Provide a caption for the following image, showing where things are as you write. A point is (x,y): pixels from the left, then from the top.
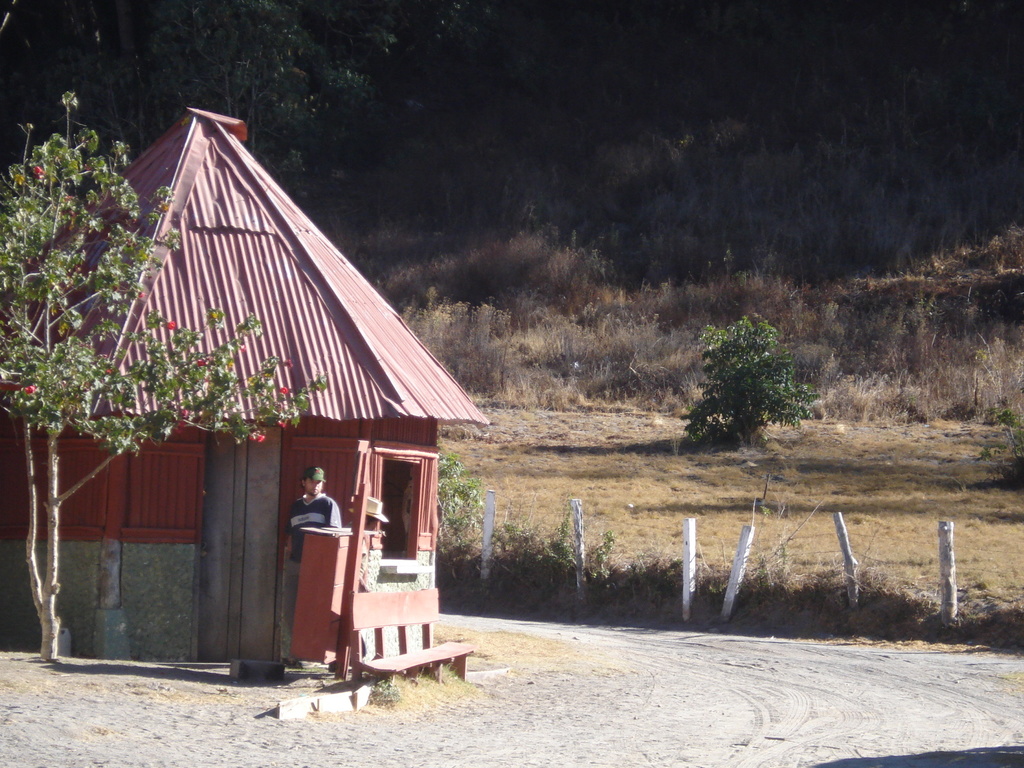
In this image I can see the person (317,477) standing. In the background (265,254) I can see the shed (208,253) and I can also see few trees (6,198) in green color and few flowers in red color.
